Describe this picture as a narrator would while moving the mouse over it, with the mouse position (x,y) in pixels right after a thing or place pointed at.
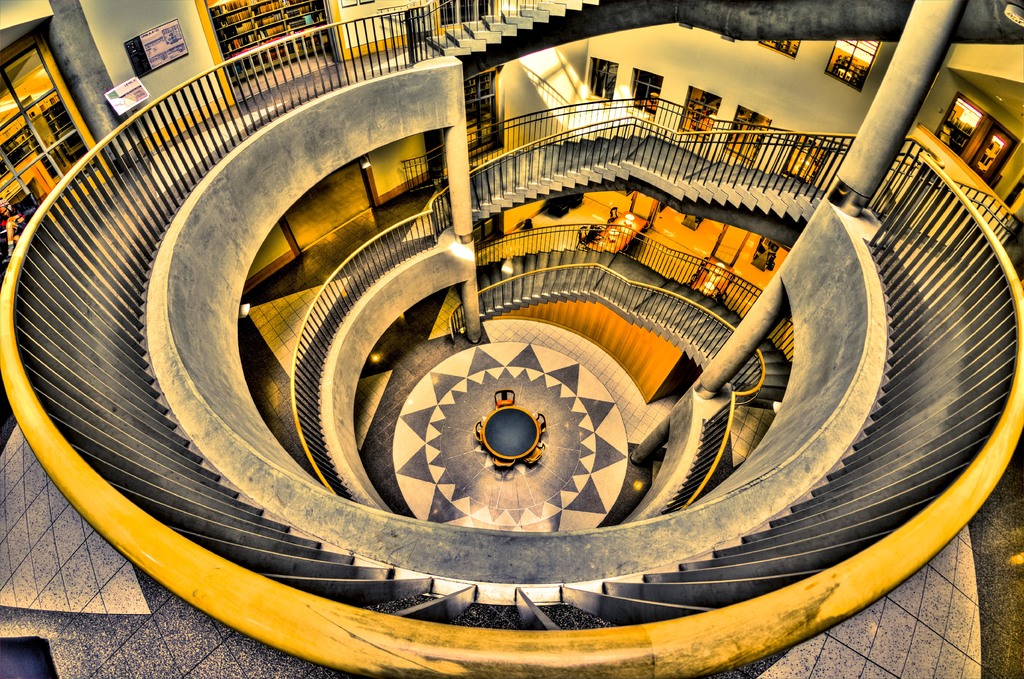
This is an inside view of a building (515,483). In this image, there are railings (465,678), stairs (451,45), walls (379,156), pillars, floors (399,371), lights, boards (178,41), tables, chairs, glass objects (48,115) and a few things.
